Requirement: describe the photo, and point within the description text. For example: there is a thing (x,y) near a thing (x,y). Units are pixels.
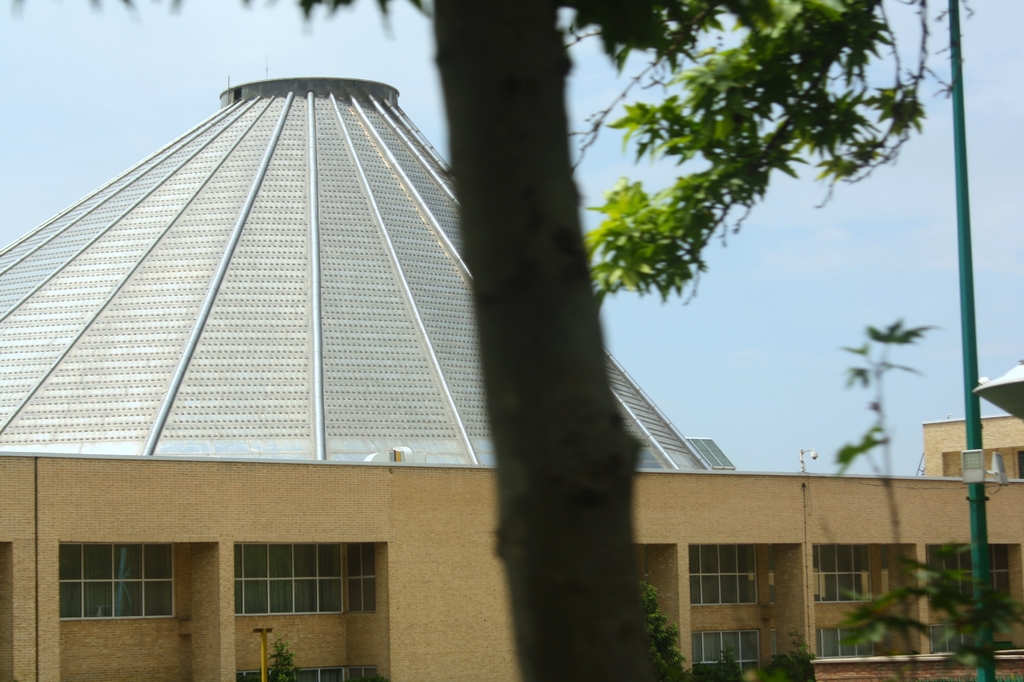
In this picture I can see a building (711,448) and few plants (867,636) and I can see a tree (560,164) and a pole (971,384) on the right side of the picture (965,234) and I can see a cloudy sky (752,256).
